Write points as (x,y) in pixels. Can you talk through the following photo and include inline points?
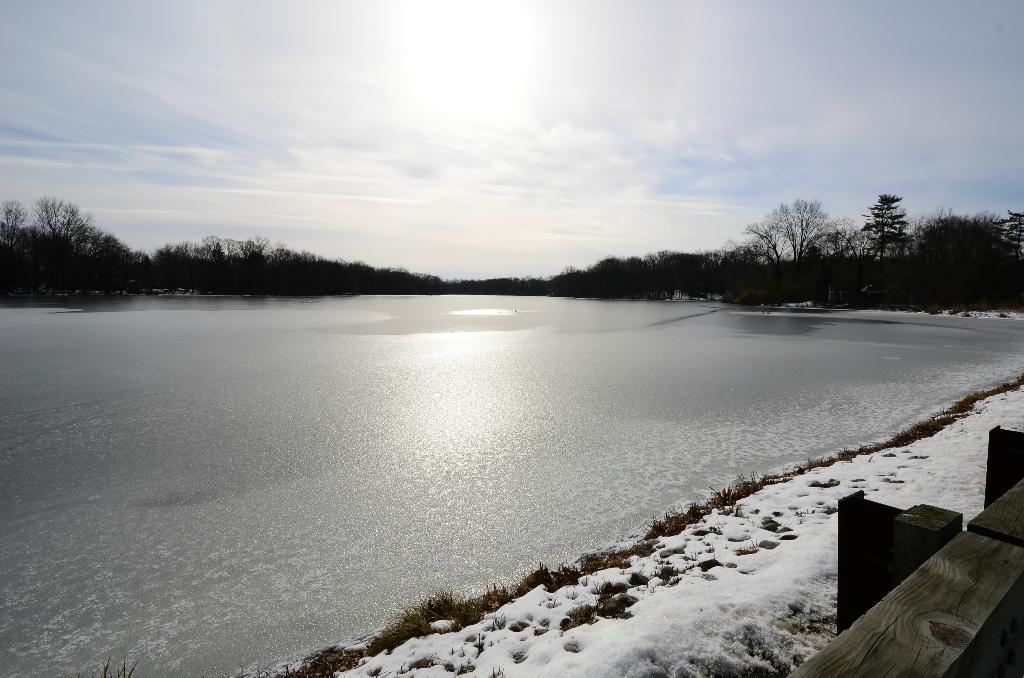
In the image there is a water surface (779,337) and in front of that the land (533,636) is covered with snow (675,601) and in the background (321,257) there are many trees (821,276).
